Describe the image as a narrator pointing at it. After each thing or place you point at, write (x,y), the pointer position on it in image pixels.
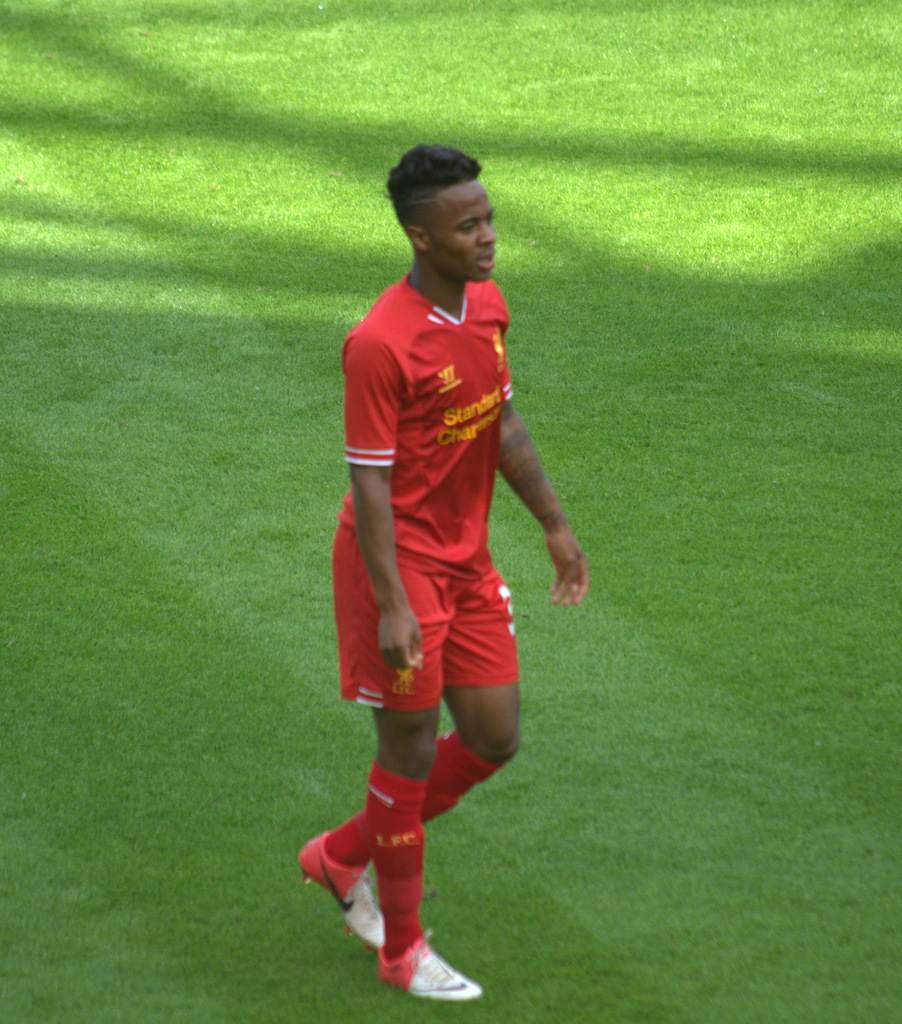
In this image I can see a man (423,544) is standing on the ground (334,661). The man (438,566) is wearing red color clothes (432,682) and footwears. Here I can see the grass (693,281).
